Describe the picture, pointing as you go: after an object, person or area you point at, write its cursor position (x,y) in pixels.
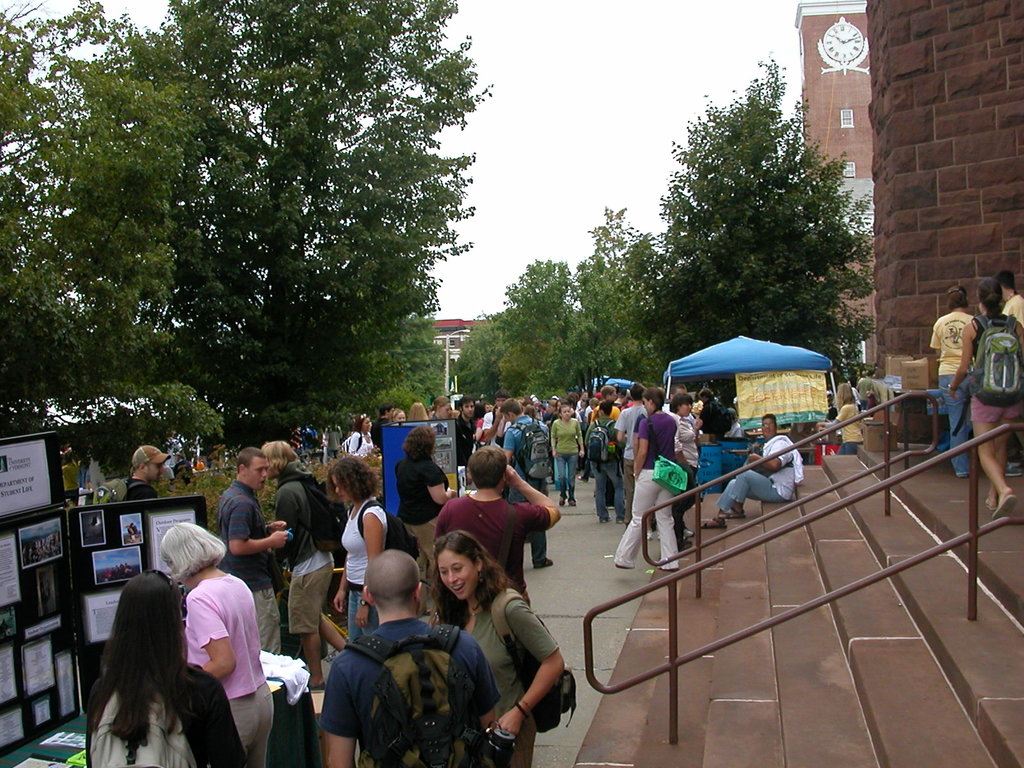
In the foreground of this image (573,730), on the bottom (390,735), there are persons (209,730) standing and walking on the pavement (557,742), stairs (780,660), railing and few frames (33,645). In the background (190,443), there are tents (688,378), trees (617,334), crowd (560,418) walking and standing, buildings (829,96) and the sky (606,110).
